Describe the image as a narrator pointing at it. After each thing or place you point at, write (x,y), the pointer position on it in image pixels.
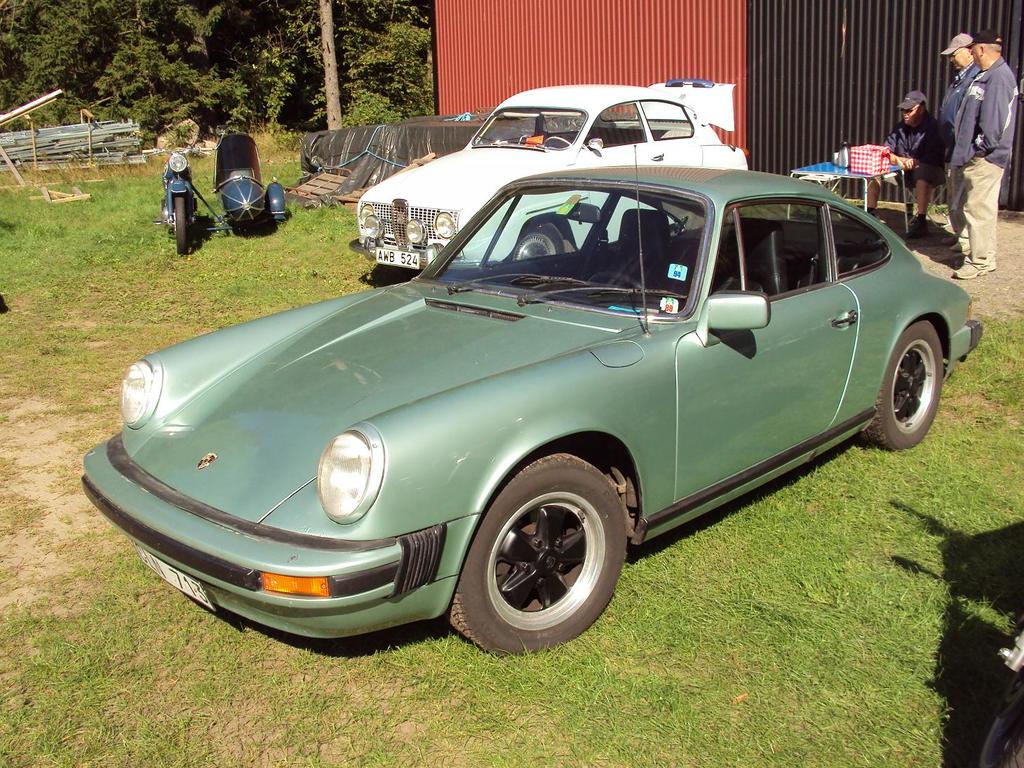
In this image I can see few vehicles (368,354) and motorbikes (222,155). These are on the ground (480,661). To the side of these vehicles (623,262) I can see few people (961,242) with blue color dresses (992,145) and also caps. I can see a table (853,177) and some objects (854,161) in it. In the back (730,65) I can see the maroon and black color shade (612,61). To the left (206,89) I can see many trees (253,103).
